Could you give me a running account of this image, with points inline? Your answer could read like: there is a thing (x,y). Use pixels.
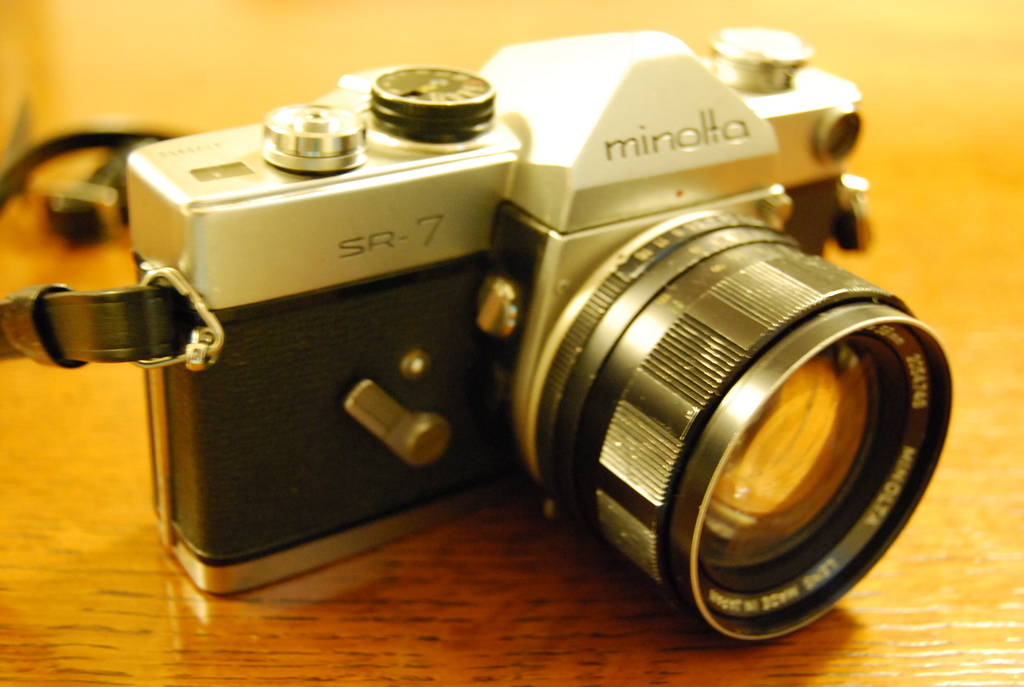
In this image I can see a camera (333,227) and on it I can see something is written. I can also see this image is little bit blurry.
